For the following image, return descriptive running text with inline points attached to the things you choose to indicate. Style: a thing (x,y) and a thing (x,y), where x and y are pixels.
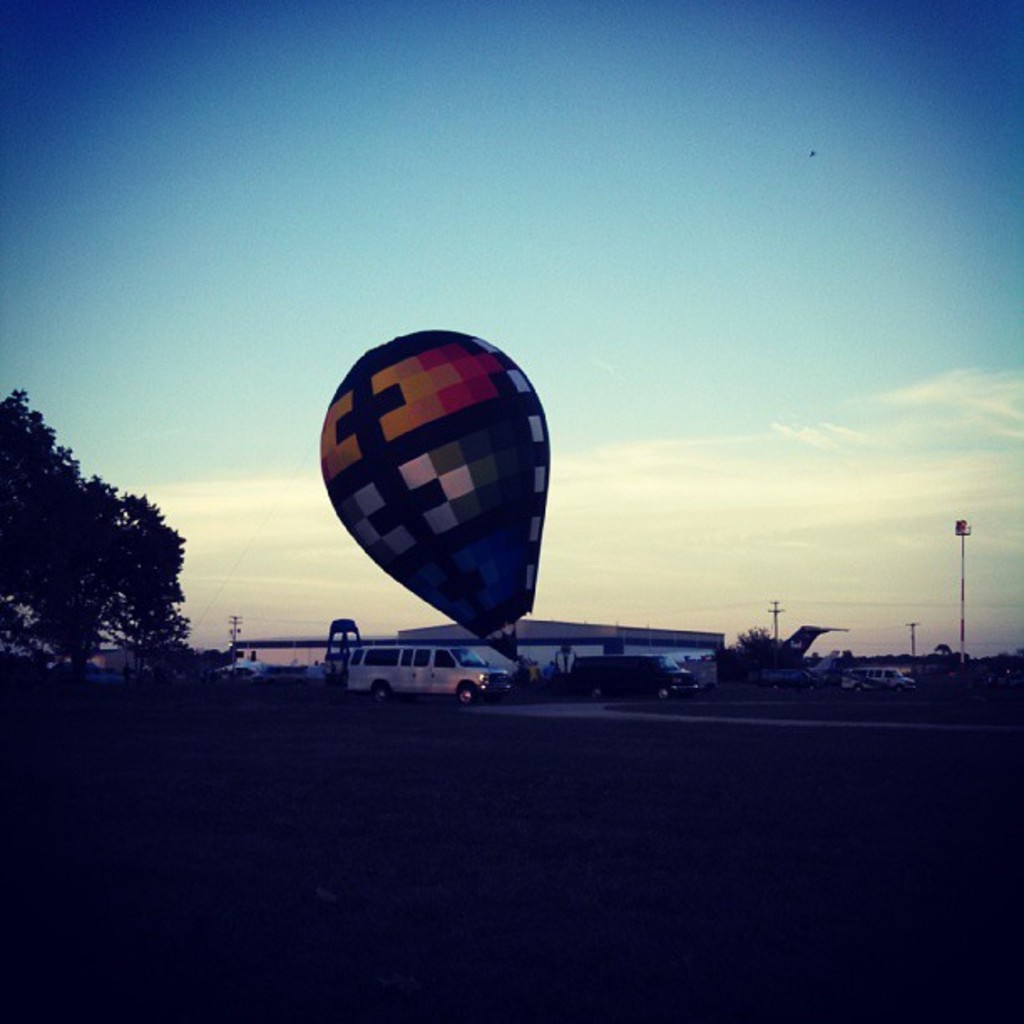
In this picture we can see few trees (35,485), vehicles (588,670) and a hot air balloon (427,475), in the background (571,632) we can find few houses (540,633), poles (961,535) and clouds (770,544).
